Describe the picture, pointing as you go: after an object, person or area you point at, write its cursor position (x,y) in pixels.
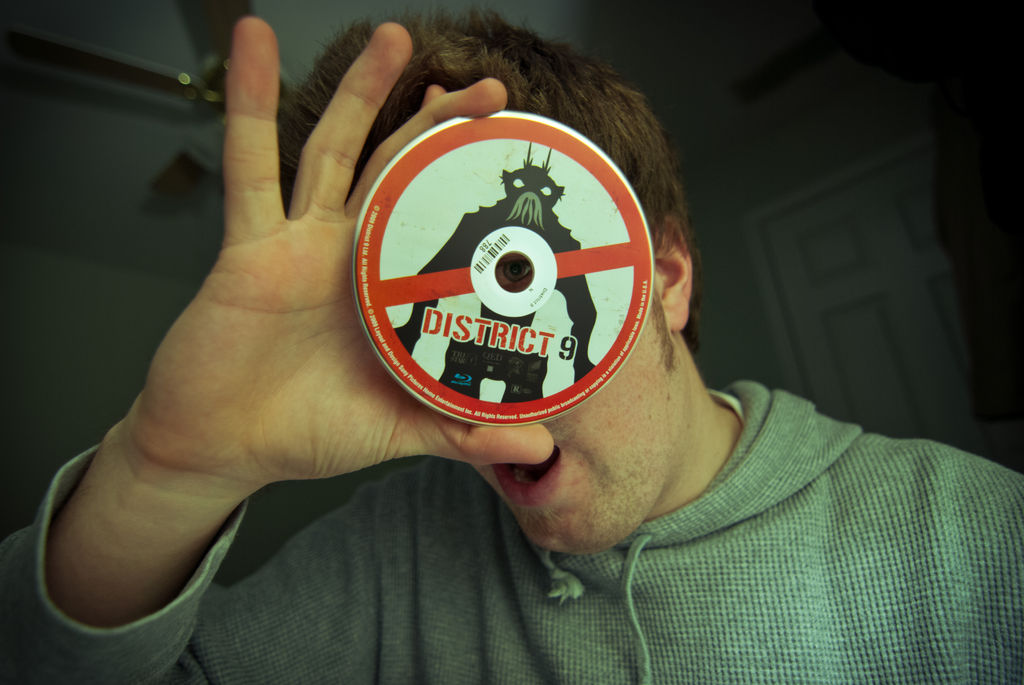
In the center of the image (420,297) there is a person (538,605) holding a compact disc (445,277). In the background (898,269) there is door (826,256) and wall (711,154).
